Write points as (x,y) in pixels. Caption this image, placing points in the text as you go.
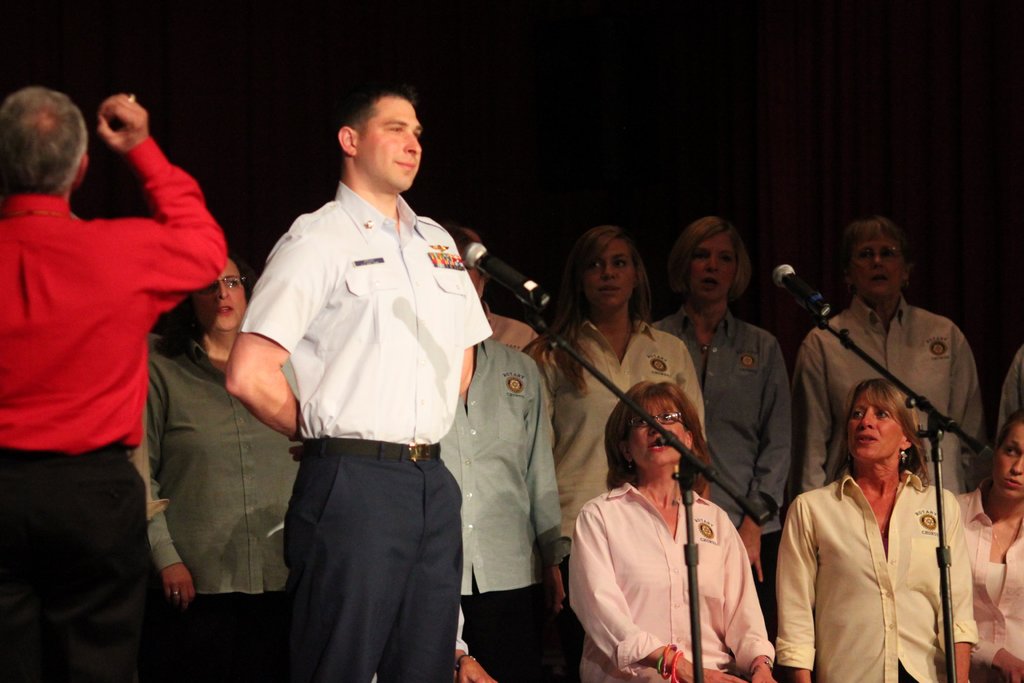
On the left side (31,447) there is a man (92,514) standing facing towards the back side (72,354). Beside him there is another man (343,329) standing facing towards the right side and smiling. On the right side (687,523) there are two mike stands (559,337). At the back (676,320) few people (669,333) are standing and looking at this man (385,327). It seems like they are singing. The background (529,112) is in black color.
